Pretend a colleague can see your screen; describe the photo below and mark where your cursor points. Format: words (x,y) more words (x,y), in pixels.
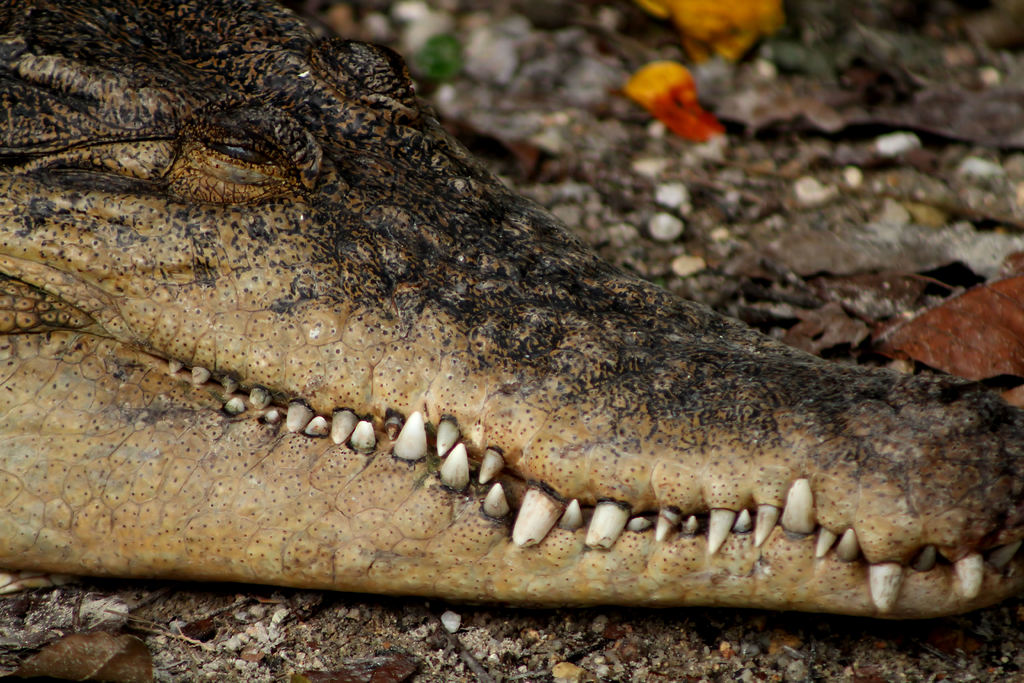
In this image, we can see a crocodile (444,288) which is on the land (285,593).
